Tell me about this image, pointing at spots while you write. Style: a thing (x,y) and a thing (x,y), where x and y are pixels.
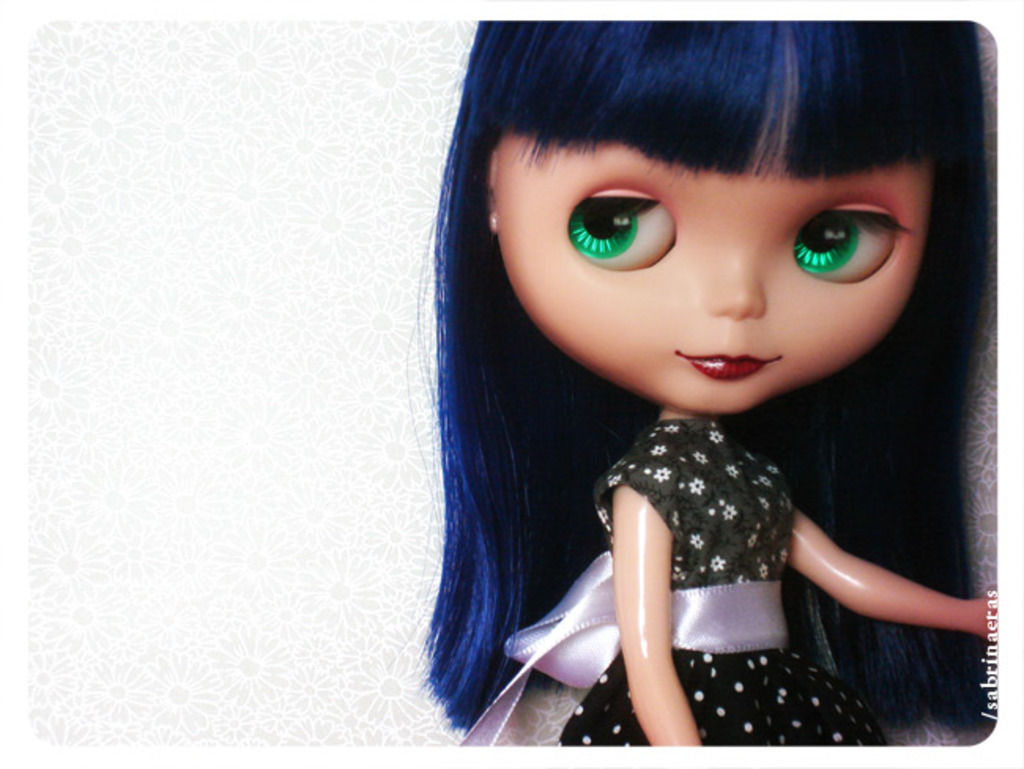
On the right of this picture (684,98) we can see the doll (659,575) and we can see the floral background (285,322). In the right corner (996,647) we can see the text (994,677) on the image.
